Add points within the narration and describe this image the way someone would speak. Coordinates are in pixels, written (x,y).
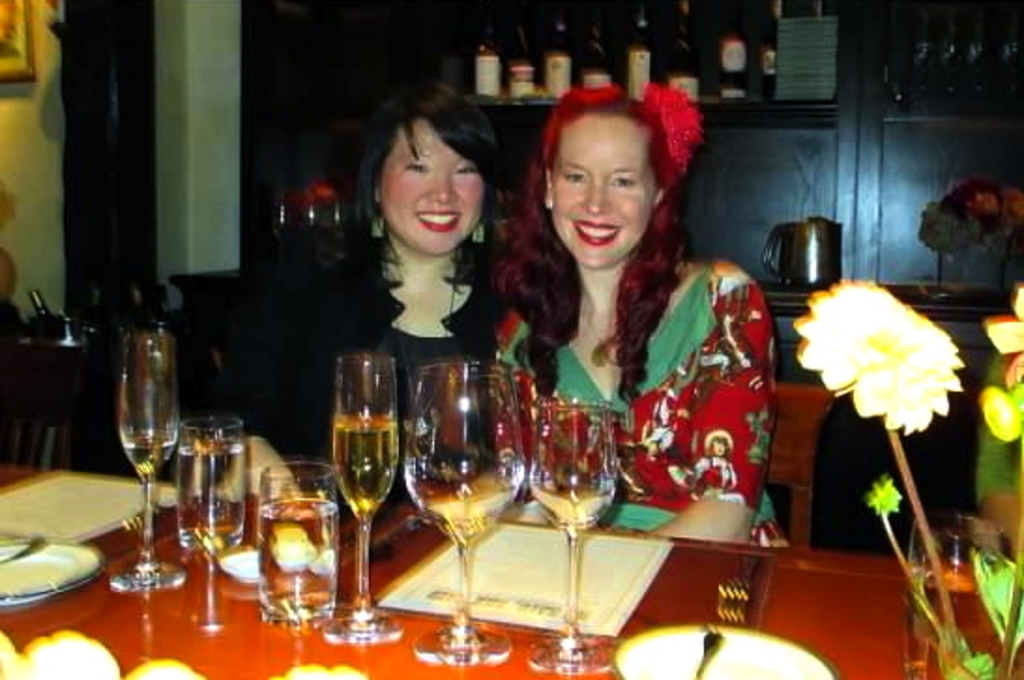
In this image, There is a table (841,646) which is in brown color on that table (766,613) there are some wine glasses (572,557) and there are some people (739,479) sitting on the chairs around the table (795,629) and in the background (908,252) there is a black color wall (840,213) and there are some bottles (529,78) kept in the shelf (755,69).
